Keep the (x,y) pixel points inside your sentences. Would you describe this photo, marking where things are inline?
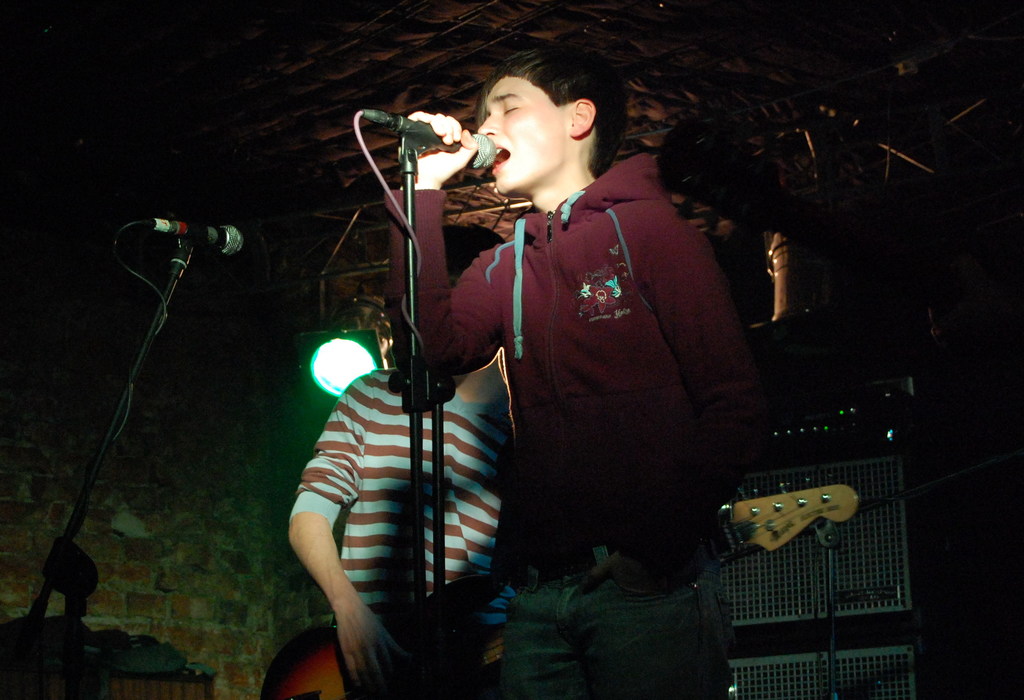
In this image I can see two people (364,531) and one person (346,582) holding the musical instrument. These people (309,515) are standing in-front of the mics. I can see the speakers (774,577), light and the black background (336,147).
